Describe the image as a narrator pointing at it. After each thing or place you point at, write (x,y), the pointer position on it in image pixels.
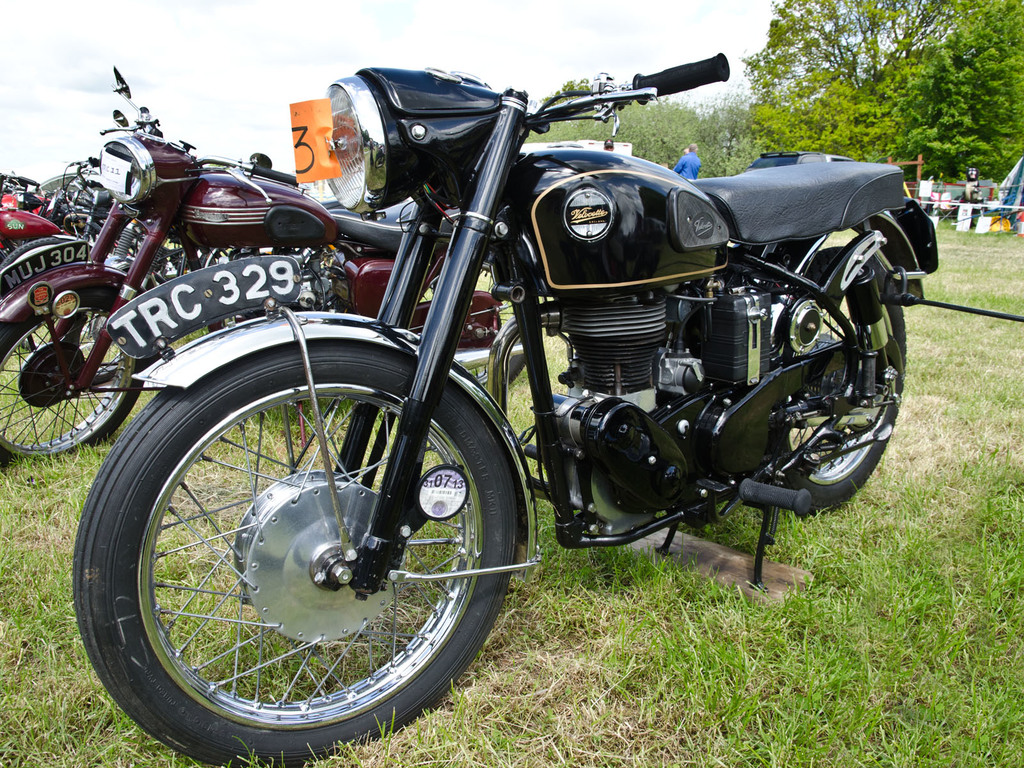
in the given picture a garden (470,687) and i can see three vehicles (196,316) which is available in the garden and also behind the vehicles (141,131) i can see person (691,159) standing after that i can see trees (836,57) and also i can few objects (1011,199).
